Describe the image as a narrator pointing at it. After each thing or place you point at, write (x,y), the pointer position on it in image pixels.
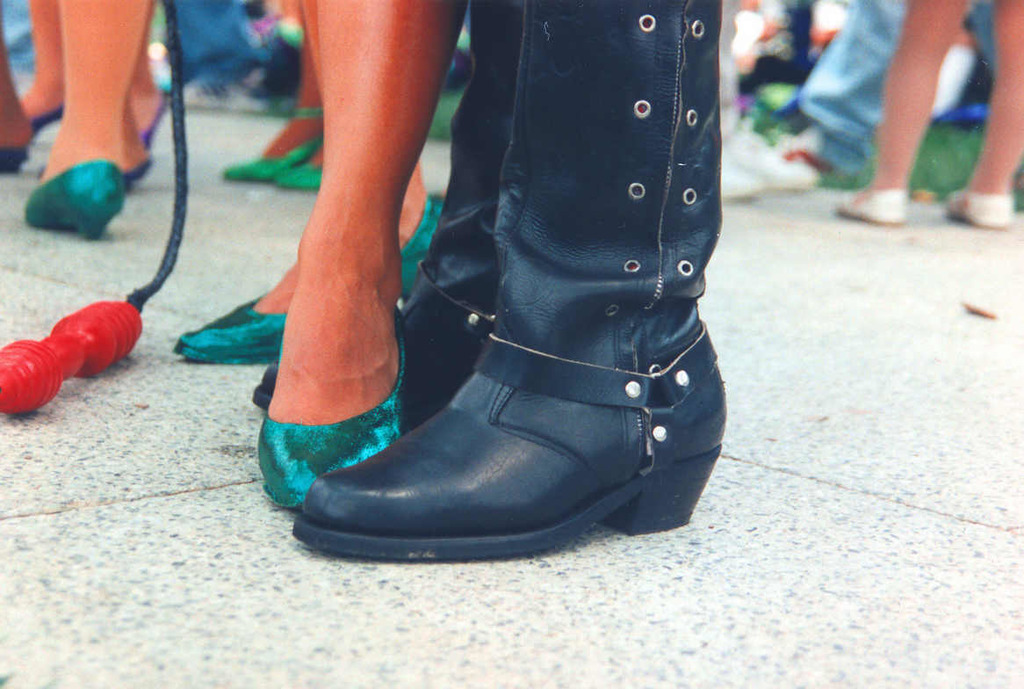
In this picture we can see legs (1016,90) of people (343,230) with footwear (395,483) on the ground (316,592) and we can see an object (39,384).
